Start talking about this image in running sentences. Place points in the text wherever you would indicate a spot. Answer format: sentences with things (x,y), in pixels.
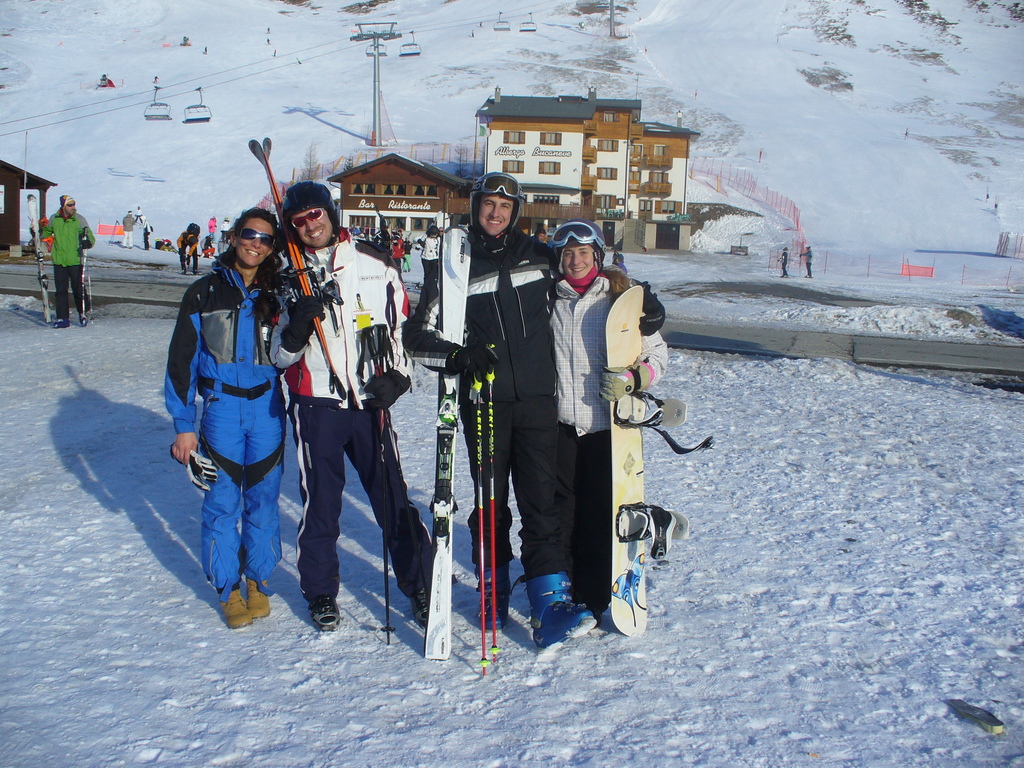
It is a vacation destination there are four people (306,387) posing for a photo they are holding skis (443,440) and a snowboard (630,523) and some other tools (480,405) in the background (401,176) there are some building (571,169) and also few other people (380,225), behind that there is a mountain (701,6) the whole place (853,188) is covered with snow (153,362) and ice (33,440).
